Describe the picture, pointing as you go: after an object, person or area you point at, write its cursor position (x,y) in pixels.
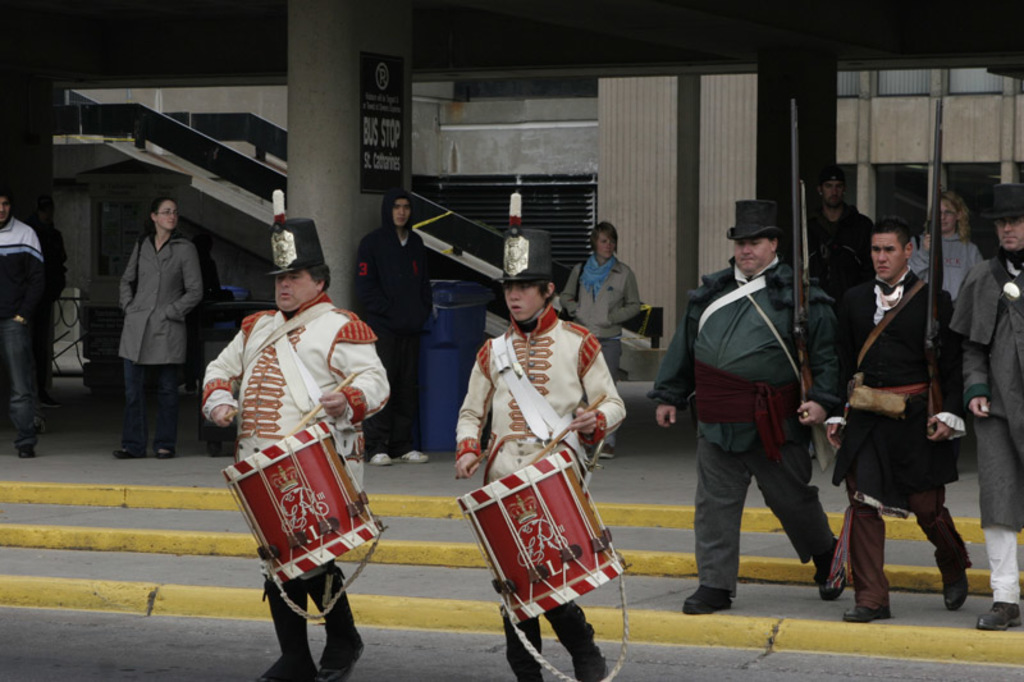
In this image on the right side (822,433) there are three men (897,357) who are walking and they are holding guns (936,326) and in the foreground (489,408) there are two men (533,412) who are standing and they are holding drums (295,458) it seems that they are drumming. On the background (956,256) there are some people (946,264) who are standing and on the top (203,35) there is a bridge (584,58) and on the background (583,131) there is building (711,142).
